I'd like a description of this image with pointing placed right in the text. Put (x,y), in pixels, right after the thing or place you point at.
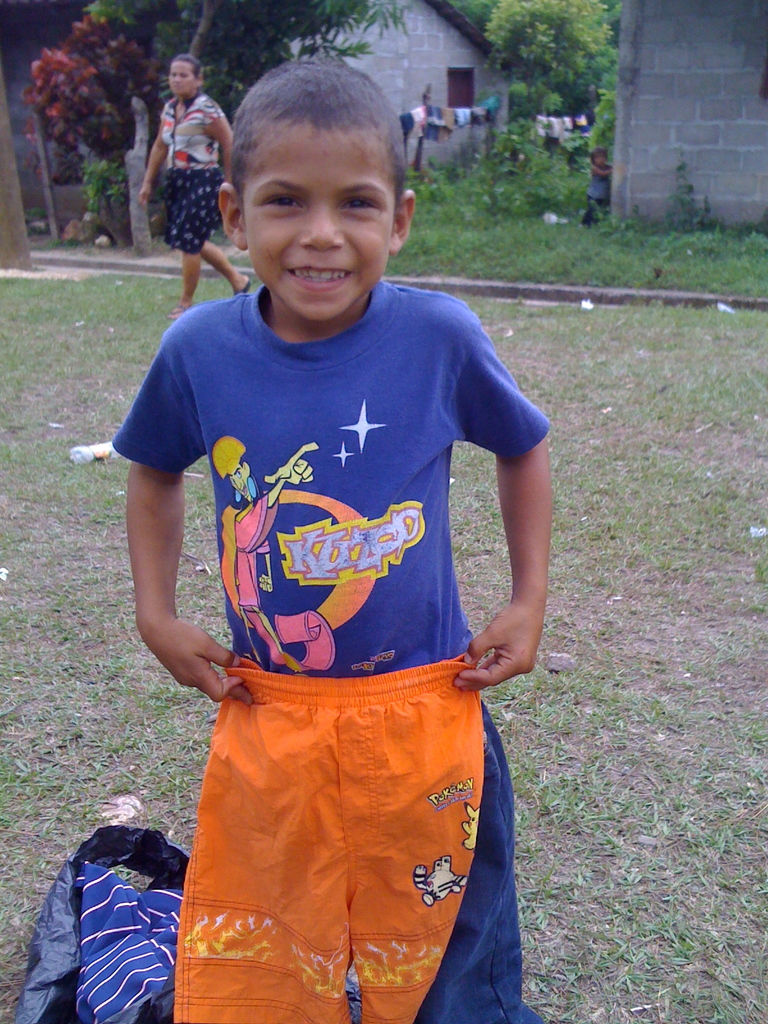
In the image there is a boy (256,408) with blue dress (397,520) is standing and holding an orange color pant (413,795). On the ground (139,881) there is grass (49,884). Behind him there is a lady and also there are houses (446,53) with walls (503,82). And there are trees (571,110) and plants (569,187) in the background (512,173).
